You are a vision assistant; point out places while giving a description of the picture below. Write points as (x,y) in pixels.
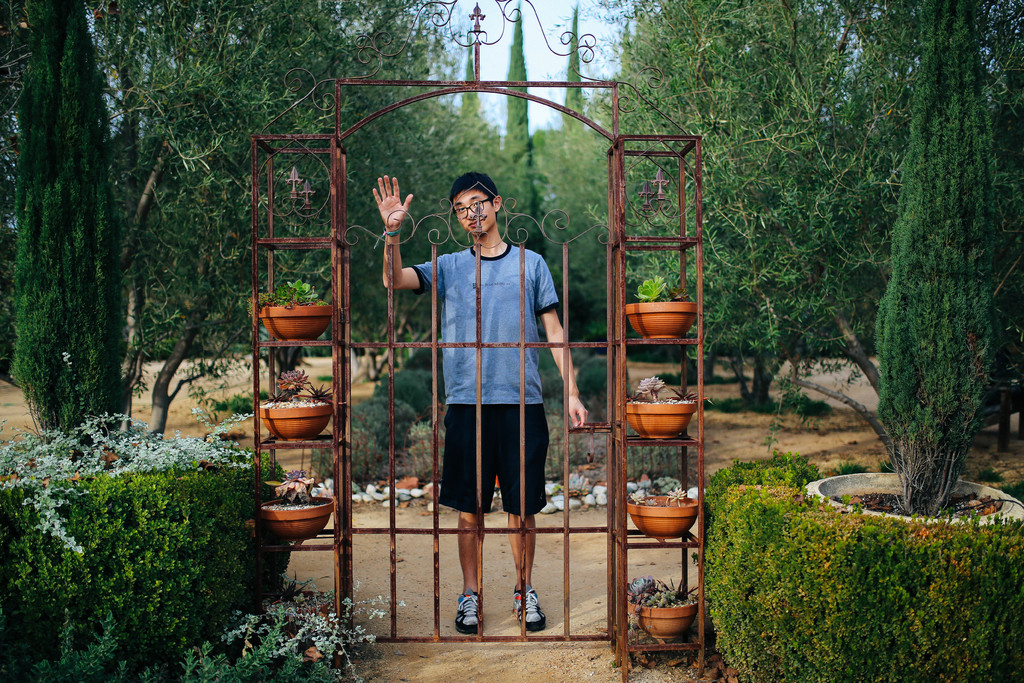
We can see plants (986,614), gate (388,274) and house plants (303,312) on grills (255,318), behind this gate (572,432) there is a man (496,378) standing, in the background (537,143) we can see trees (750,235), plants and sky (563,66).
